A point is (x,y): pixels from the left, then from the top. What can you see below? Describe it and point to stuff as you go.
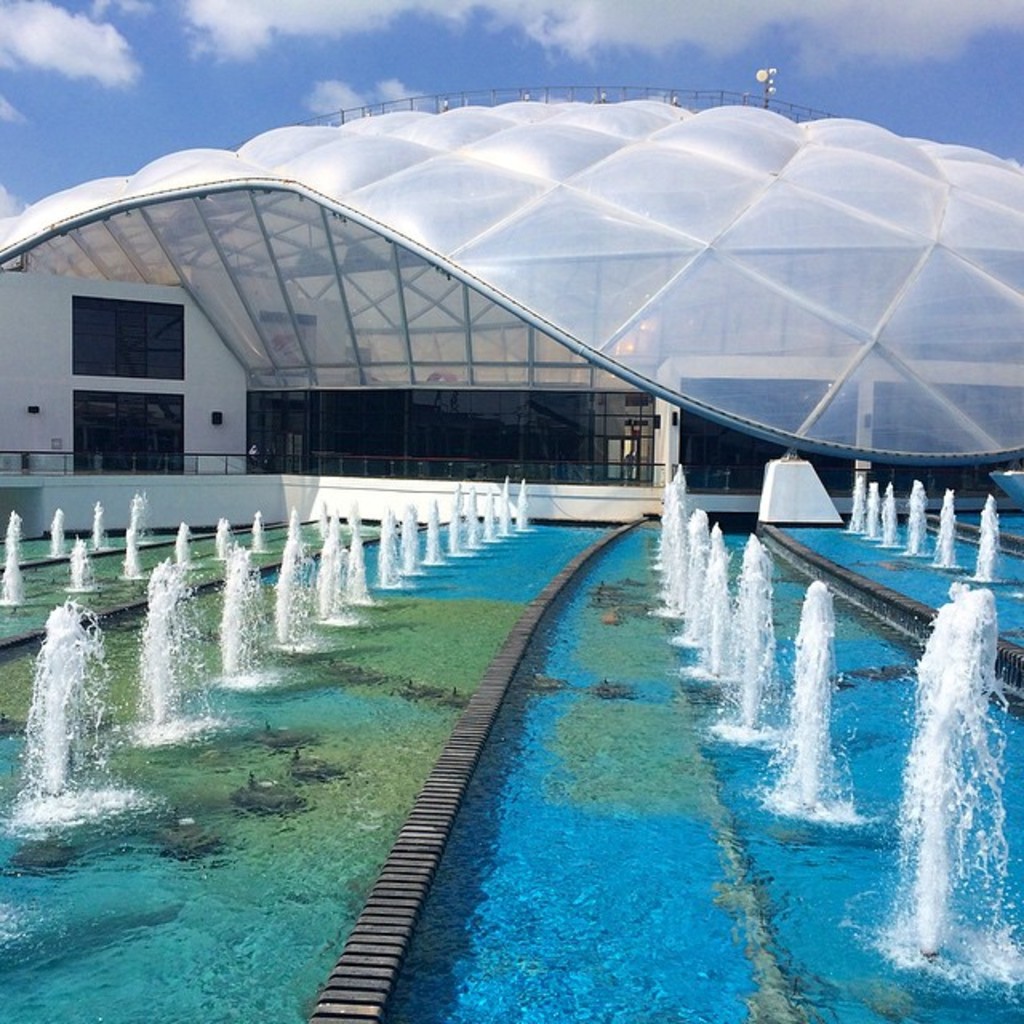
In this image I can see a hotel (294,411) or a building (446,411) with a well architected rooftop (529,280). I can see some artificial fountains (351,565) with water (845,639) at the bottom of the image (507,763). At the top of the image (228,62) I can see the sky (518,51).
